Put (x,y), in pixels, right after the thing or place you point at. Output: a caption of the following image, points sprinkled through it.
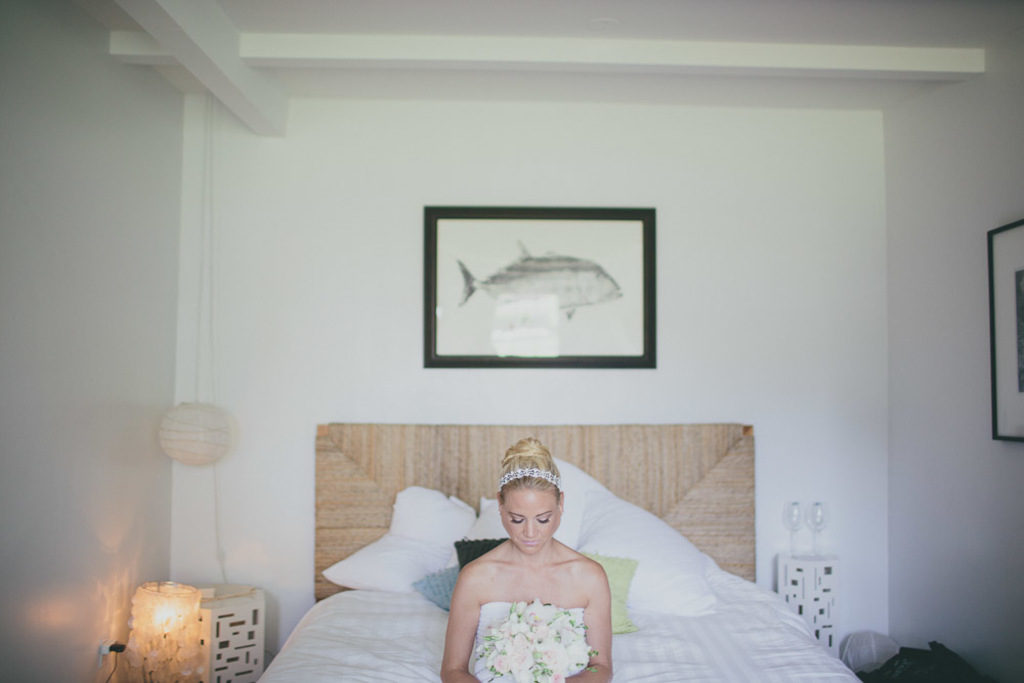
In this picture there is a girl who is sitting at the center of the image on the bed (663,487), there is a portrait (432,210) on the wall (711,291) at the center of the image (467,233), there is a lamp (167,422) at the left side of the image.
